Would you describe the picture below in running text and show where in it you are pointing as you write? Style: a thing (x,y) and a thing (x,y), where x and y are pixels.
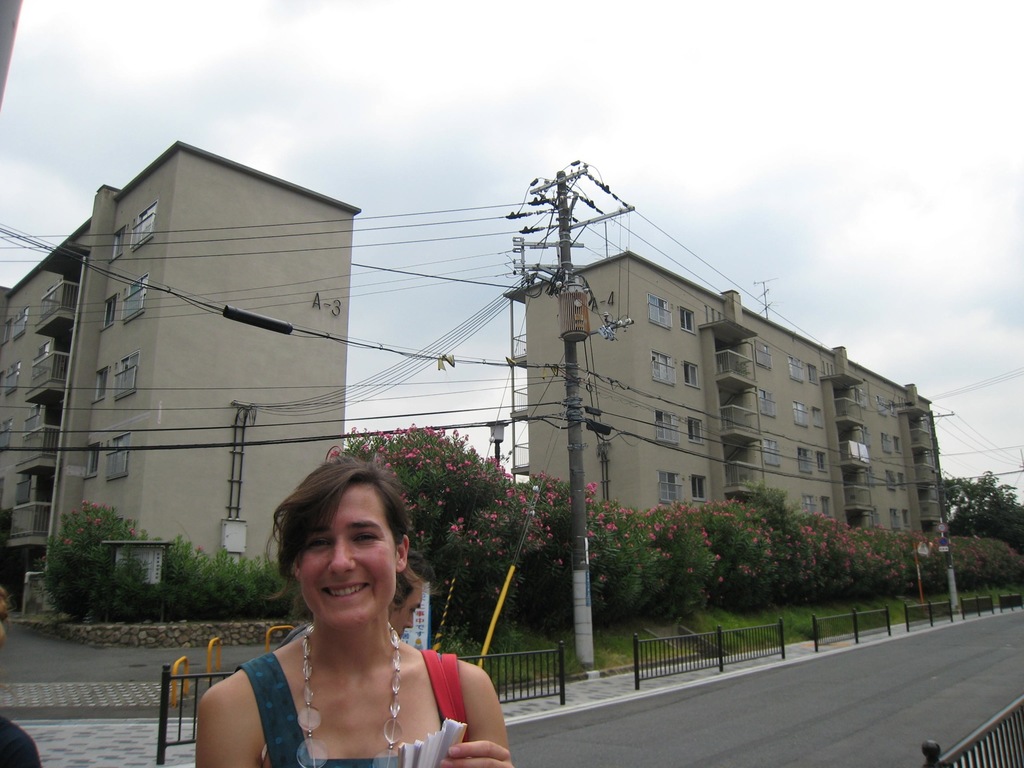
This picture is clicked outside the city. In this picture, we see a woman (397,677) is standing and she is smiling. Behind her, we see a man (421,581) is standing. At the bottom (822,727), we see the road (795,677). On either side of the picture, we see the road railing (642,664). Beside that, we see an electric pole (571,210) and the wires (544,407). There are trees (642,546) which have flowers (429,445) and these flowers (525,519) are in pink color. There are trees (182,545), buildings (308,414) and the poles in the background (587,393). At the top (432,59), we see the sky (487,46).
